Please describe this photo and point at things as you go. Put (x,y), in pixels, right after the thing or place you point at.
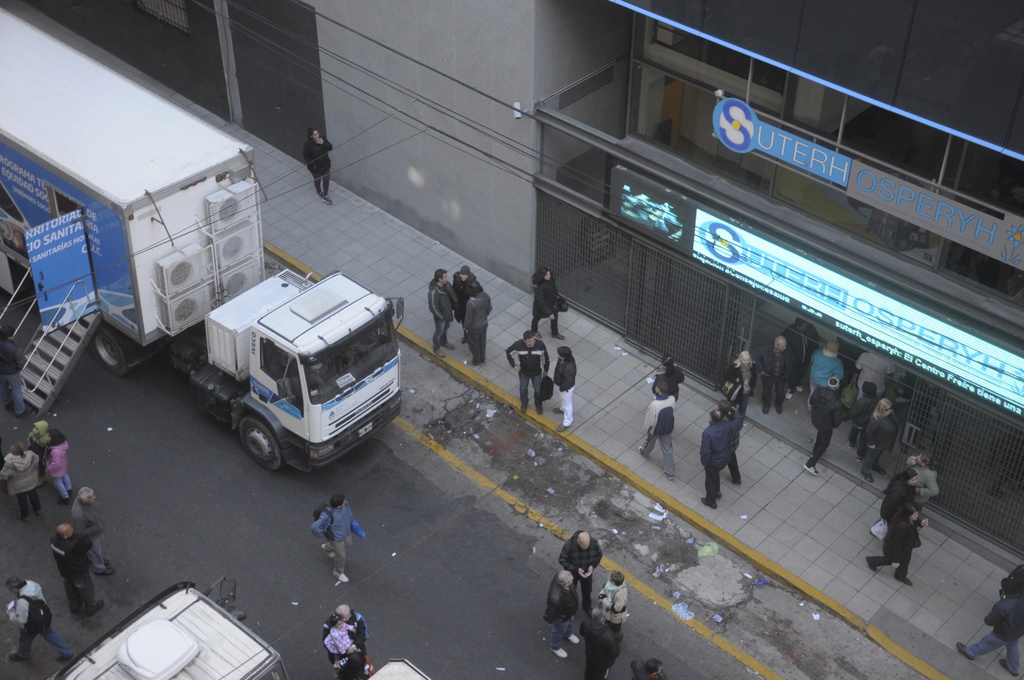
Here we can see vehicles (120,308) and few persons (819,430). There are boards (814,282). In the background (637,163) we can see a building (977,54).
